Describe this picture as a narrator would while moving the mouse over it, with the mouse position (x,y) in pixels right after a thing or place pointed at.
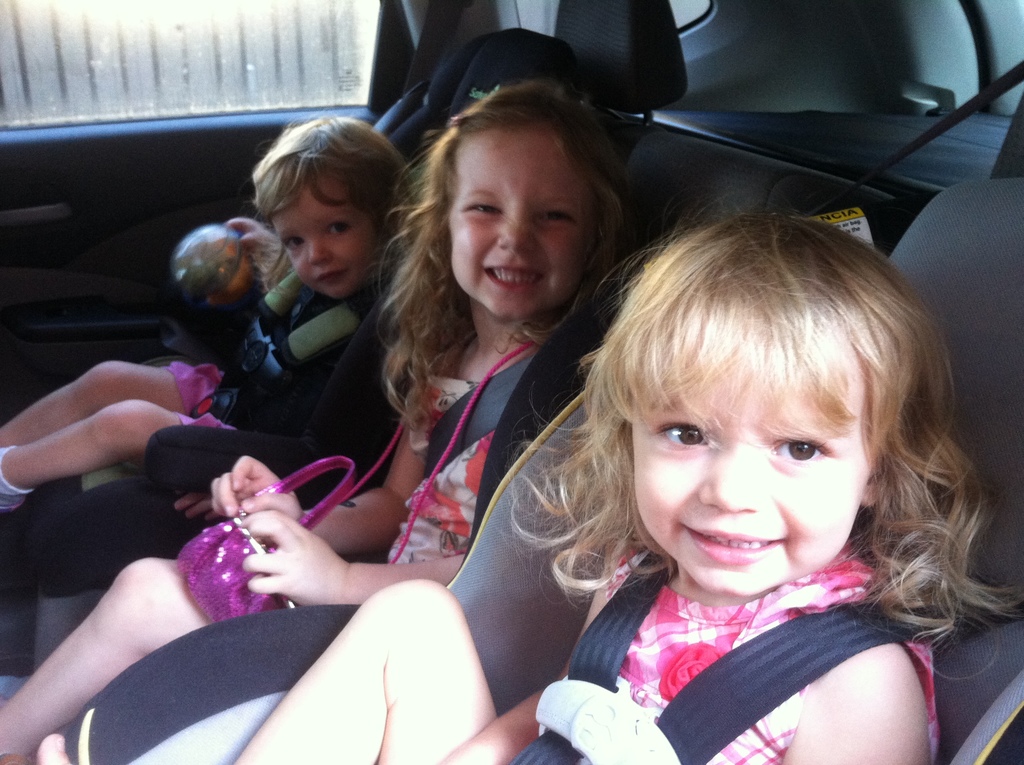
These three persons (185,387) sitting in the vehicle (76,349) and this person (352,513) holding bag (218,540). We can see glass window (145,73).
